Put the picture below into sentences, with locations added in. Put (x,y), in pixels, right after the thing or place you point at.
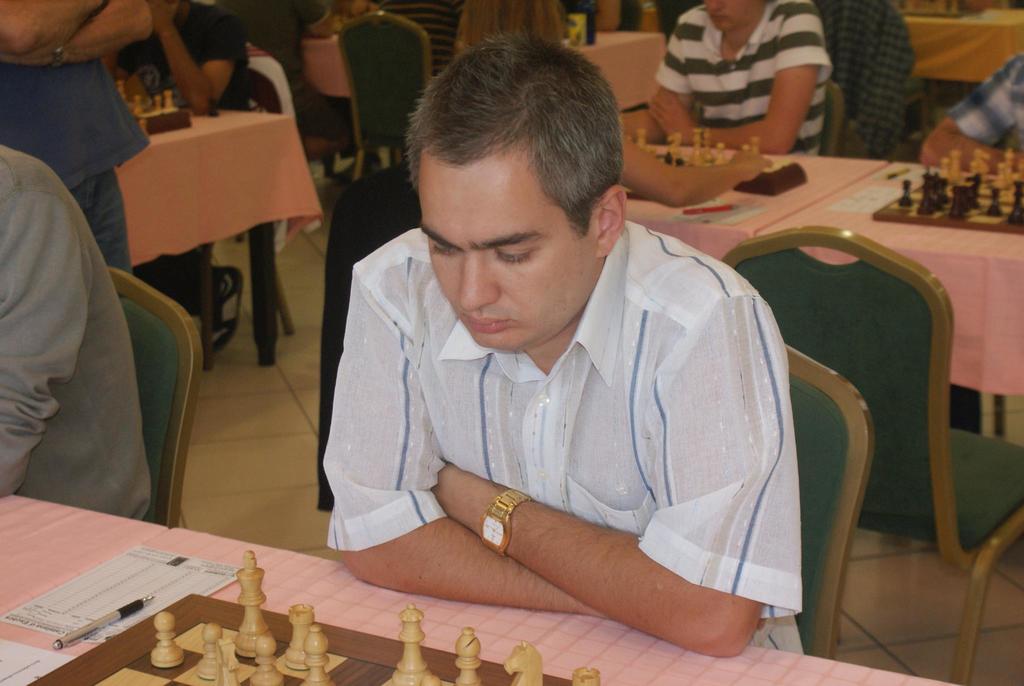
A person (527,367) wearing white shirt (497,471) and watch (503,503) is sitting on a chair (814,457) and playing chess board (375,659). On the table (44,531) there is a pen (97,626), paper (85,623), chess board (130,638) and coins (296,638). There are many persons (190,54) in the room (549,69). There are tables (775,197), chairs (907,322) in the room (838,245). On the tables (822,253) there chess board (912,195) and coins (967,210).
